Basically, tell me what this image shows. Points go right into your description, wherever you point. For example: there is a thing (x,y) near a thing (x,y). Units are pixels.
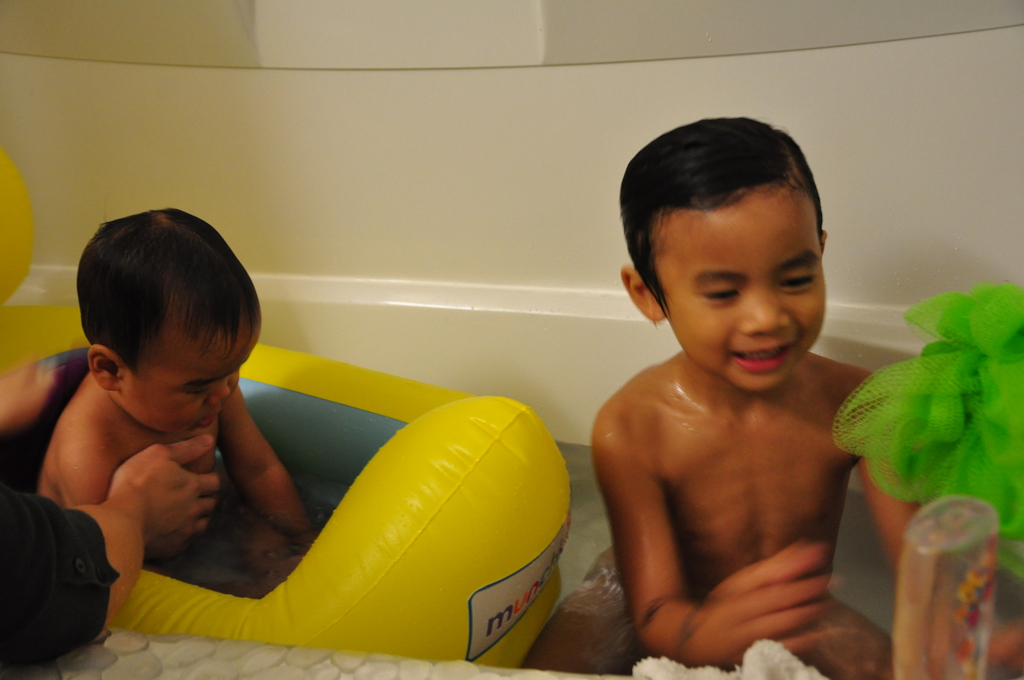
In this picture I can see a boy (268,478) sitting in the air balloon (408,530), there is water (256,534) in it, on the right side (784,234) there is a kid (670,228) and also I can see few things (1014,352).
